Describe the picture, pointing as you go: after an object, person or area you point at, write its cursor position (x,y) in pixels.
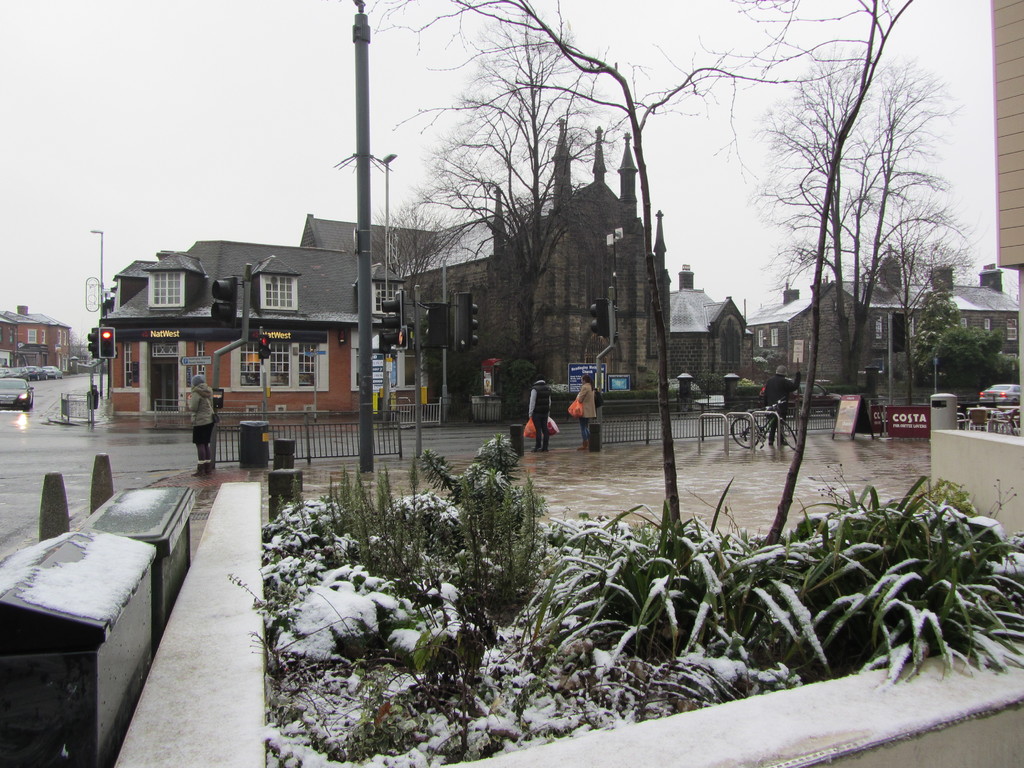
In this image we can see a few plants (542,603), trees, snow (498,652) on the plants (772,579), there are a few people (209,434) standing on the pavement (634,444) and holding bags (556,427) in their hands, there is a car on the road (426,434), there are few buildings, a bicycle (754,434), iron fence (334,437), a board (856,413) and iron boxes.
